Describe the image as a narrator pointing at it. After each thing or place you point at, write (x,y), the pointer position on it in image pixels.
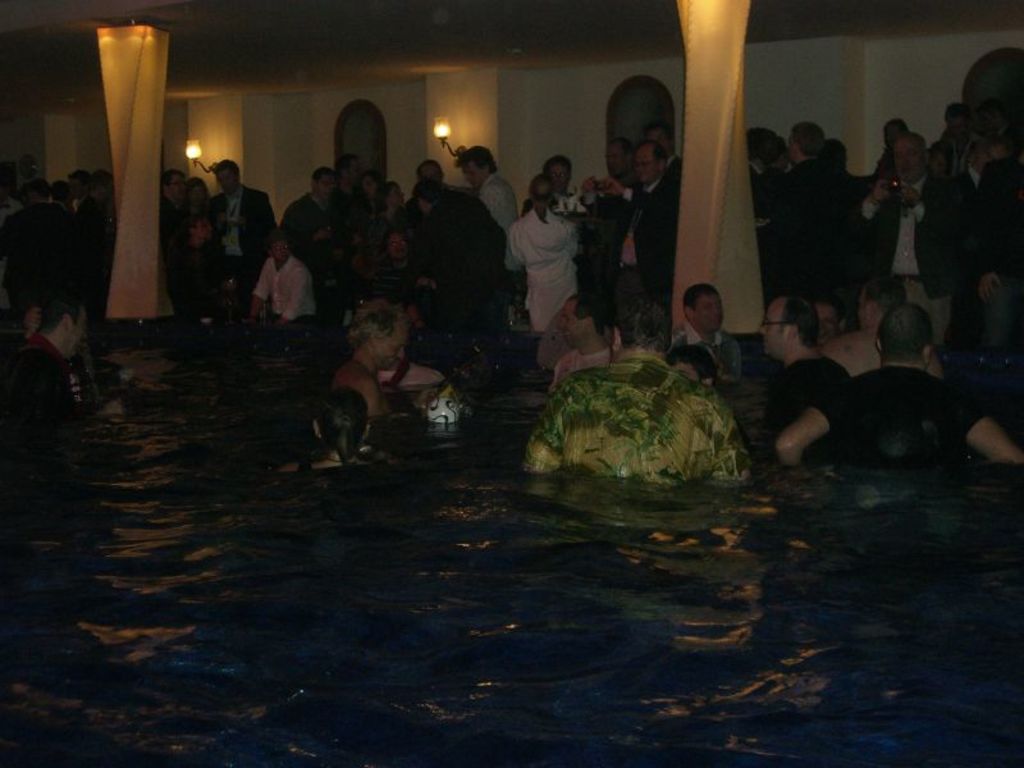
In this image I can see there is a swimming pool (688,516) and there are few people (359,460) in the pool (192,480), there are few others (302,245) standing in the background of the image (369,207) and there are having drinks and there are two lights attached to the wall (221,114) and there are two pillars (118,97) with lights (117,30).
